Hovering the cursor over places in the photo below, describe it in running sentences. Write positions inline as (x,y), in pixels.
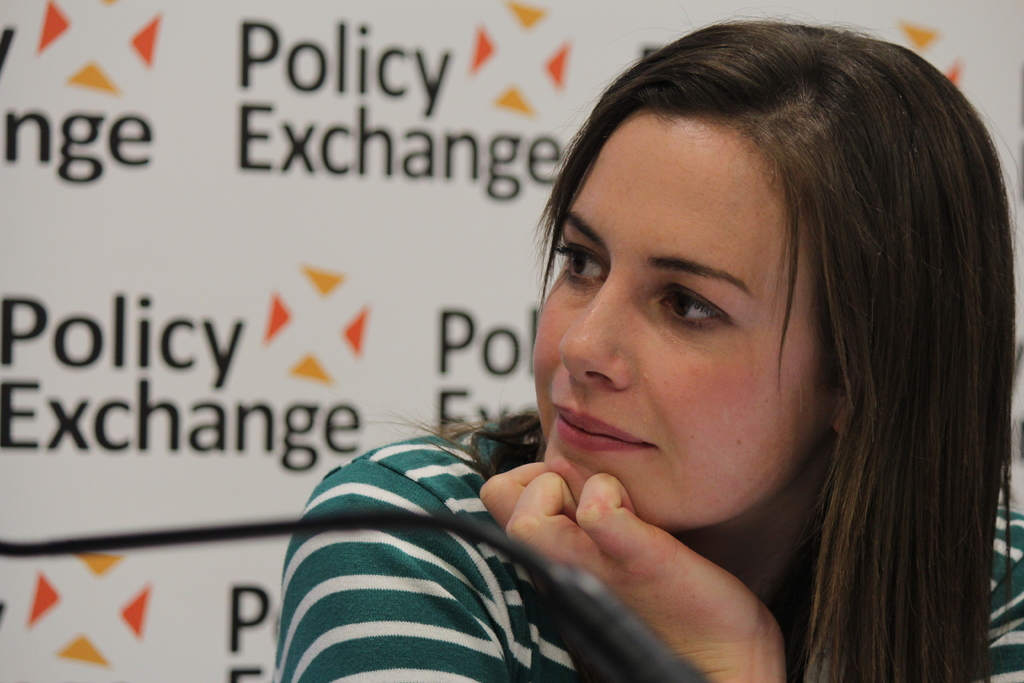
In this image I can see the person (440,474) with green and white color dress (373,593). To the back of the person (400,487) I can see the banner (259,192) and the name policy exchange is written on it.
